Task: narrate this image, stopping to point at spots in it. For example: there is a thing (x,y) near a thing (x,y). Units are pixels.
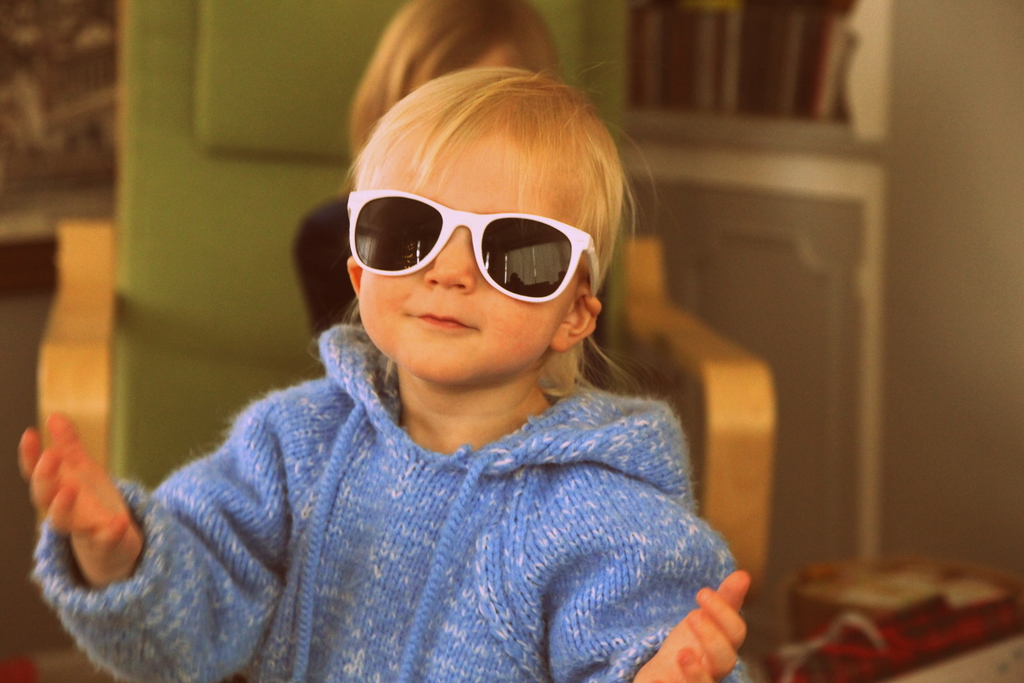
In the picture is a child (648,495) wearing glasses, behind her there is a chair (555,10), there is a person (512,16) sitting on the chair (136,153).
